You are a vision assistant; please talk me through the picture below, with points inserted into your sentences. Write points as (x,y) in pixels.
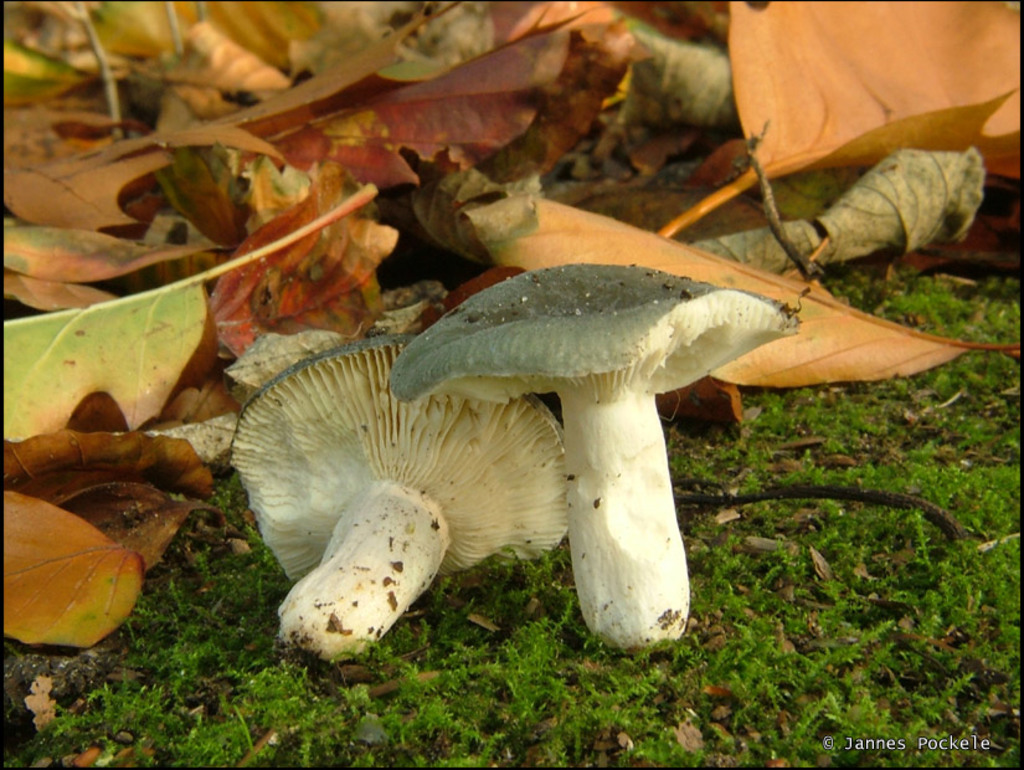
In this image there is grass (711,723) at the bottom (809,712). It looks mushrooms (543,346) in the foreground (587,589). And there are leaves (25,187) in the background (390,155).
